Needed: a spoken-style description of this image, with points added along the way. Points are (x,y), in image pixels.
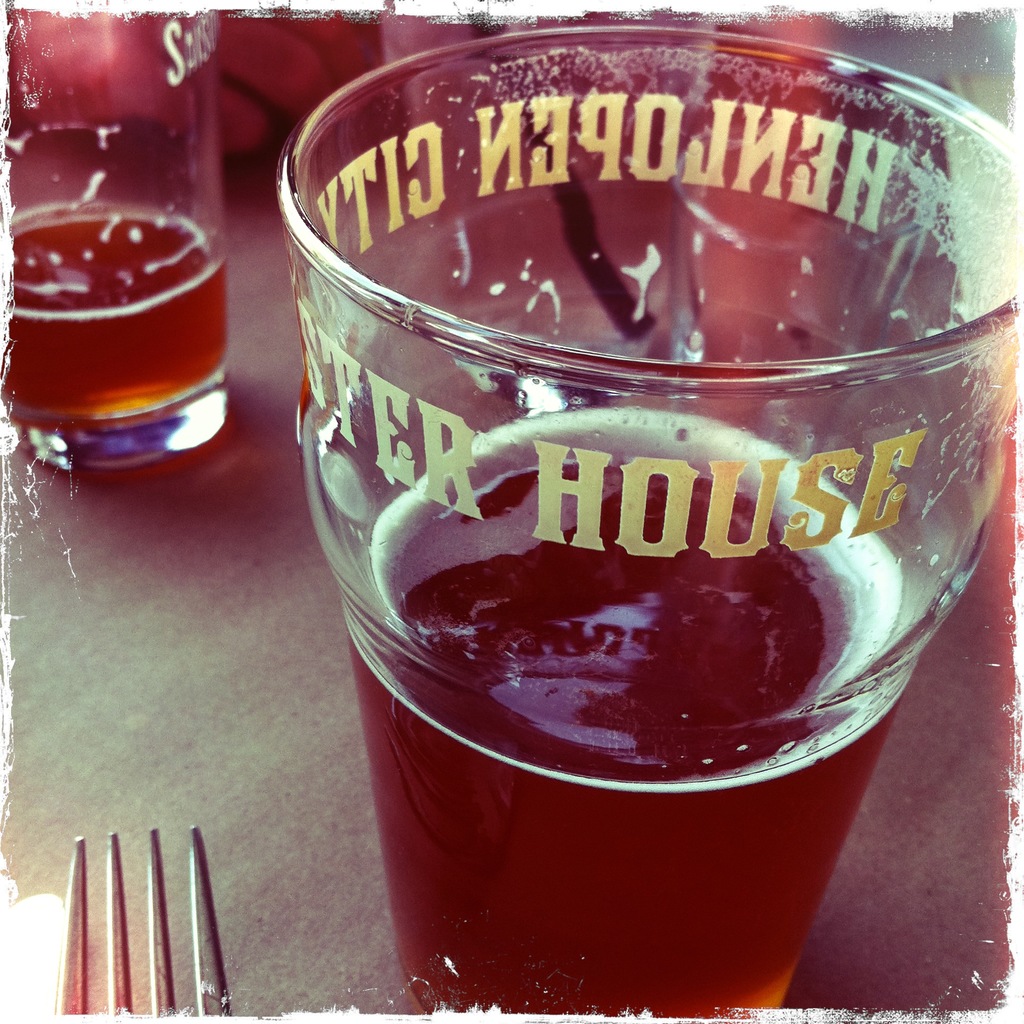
In this image we can see glasses (412,367) which contains beer (622,648) and fork (124,931) are present on the table (33,686).
